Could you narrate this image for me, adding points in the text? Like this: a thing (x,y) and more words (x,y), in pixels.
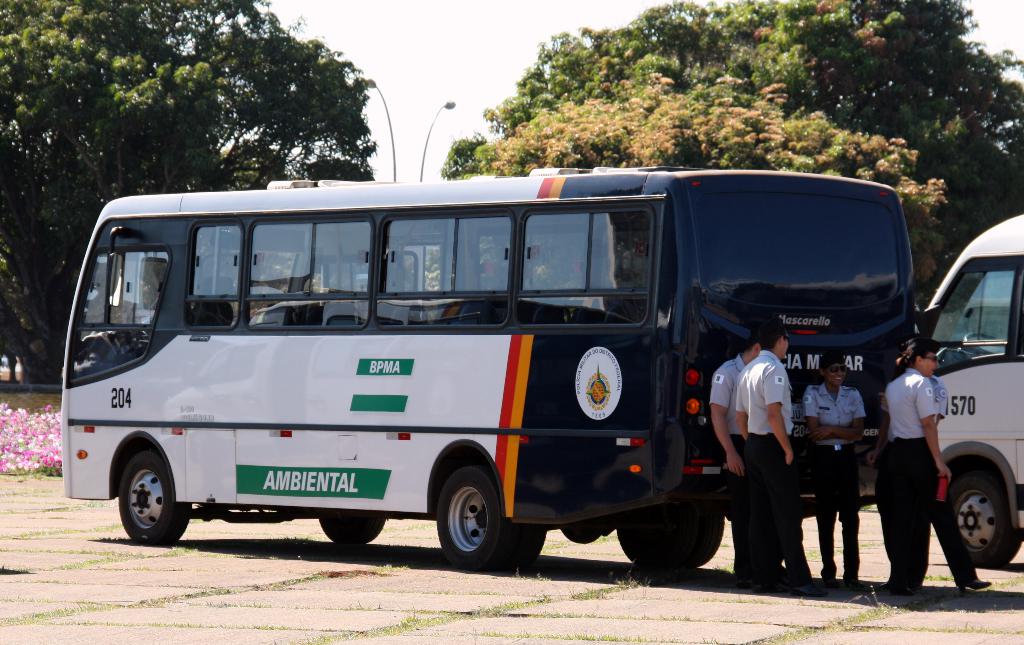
In this image there is a bus (268,383) in the middle (410,319) and there are few people (834,418) standing behind the bus (742,271). In the background (675,75) there are trees (594,70). In the middle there are street lights (396,170). On the left side (22,441) there are pink flowers (24,444) on the ground (1013,628). On the right side (974,385) there is a van (975,355) beside the bus (903,300).
